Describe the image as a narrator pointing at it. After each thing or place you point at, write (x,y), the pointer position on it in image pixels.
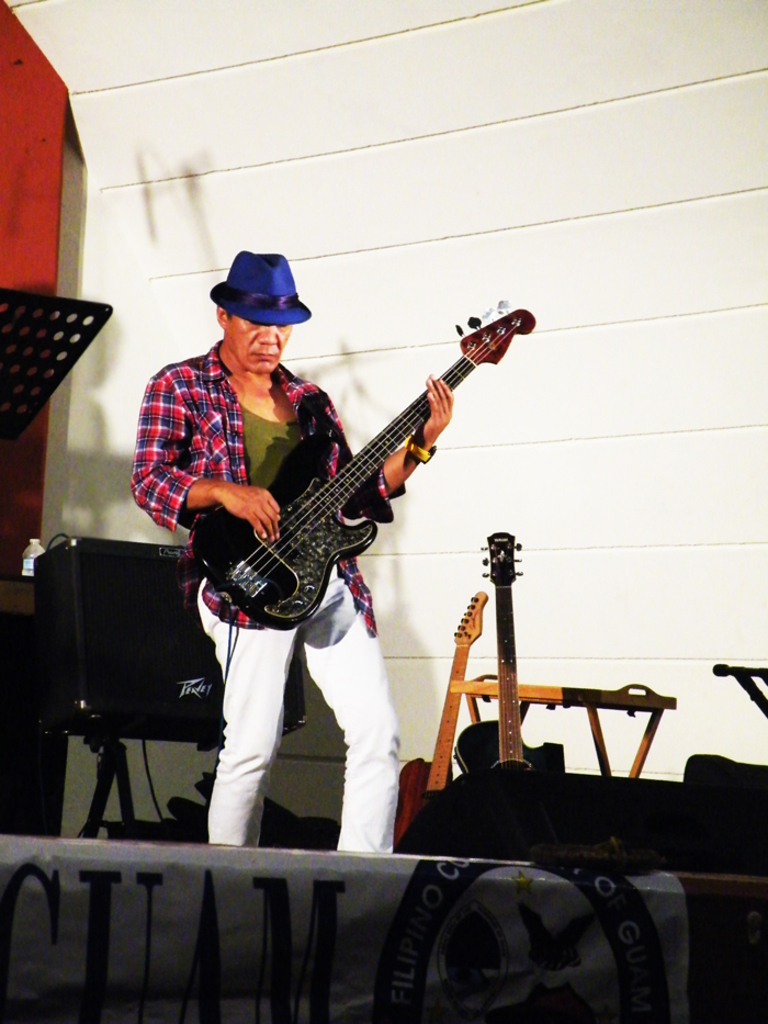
In this image i can see a man (249,461) is playing a guitar (304,522) and wearing a blue hat (255,299).
